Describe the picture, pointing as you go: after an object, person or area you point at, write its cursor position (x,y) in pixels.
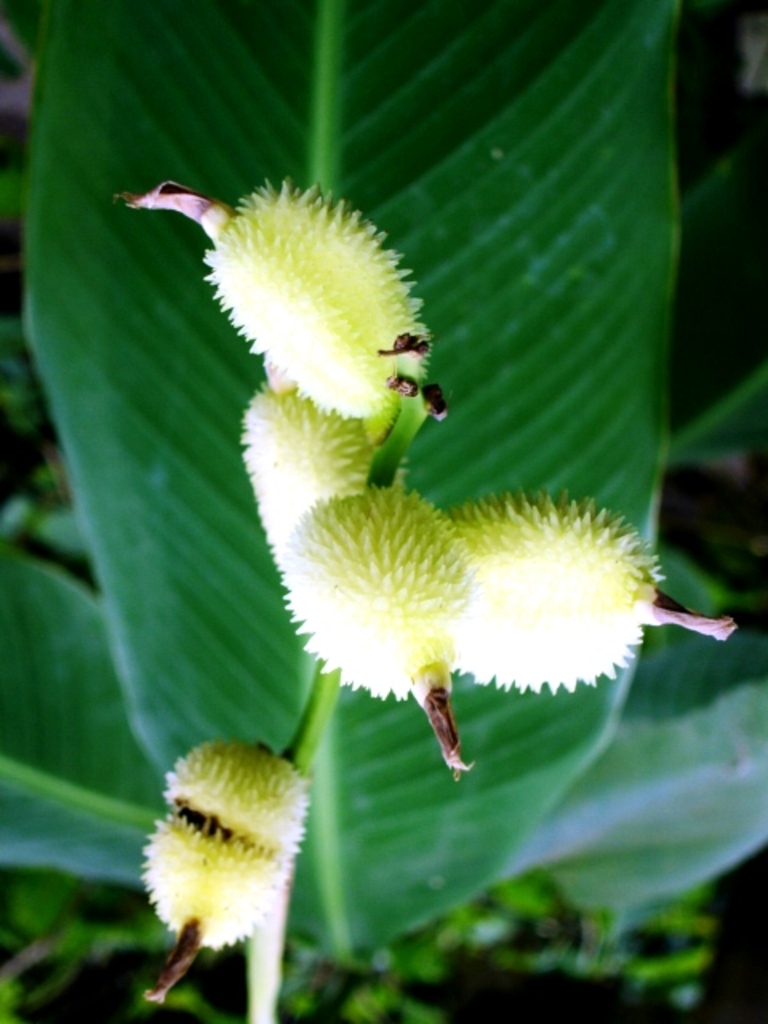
As we can see in the image there is a plants (239,409) and seeds (443,559).
